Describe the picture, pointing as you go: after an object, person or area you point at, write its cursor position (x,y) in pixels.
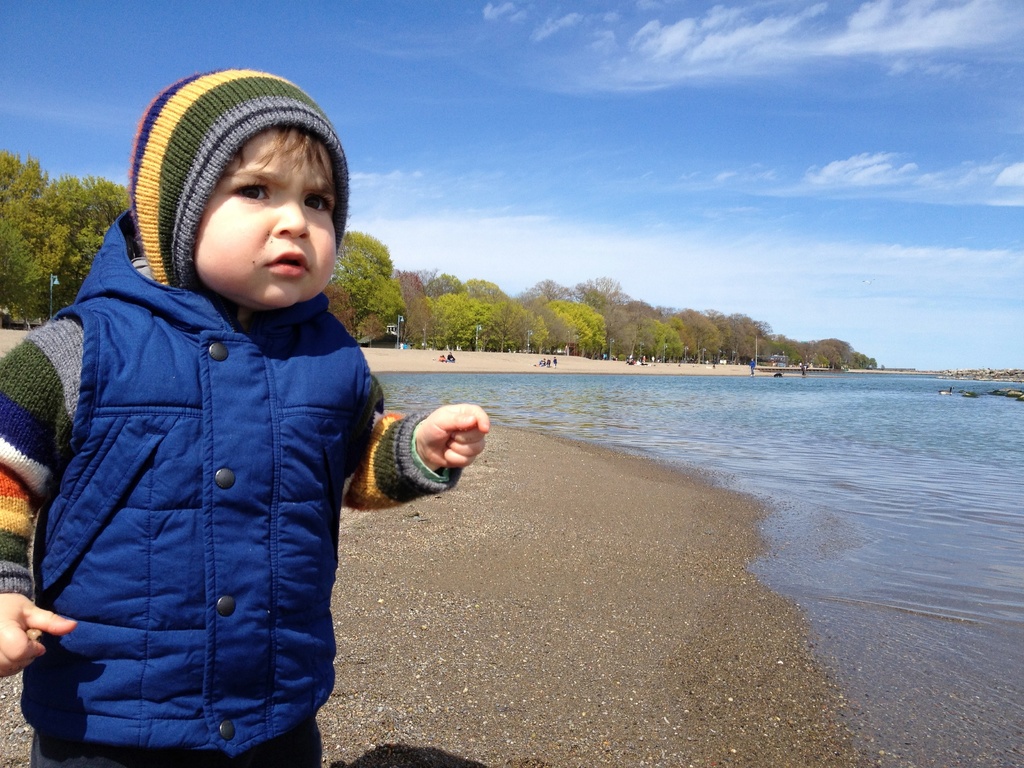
In the picture we can see a child (53,667) standing on the sand surface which is wet, the child (222,442) is wearing a blue color jacket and a woolen sweater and near to the sand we can see water (1003,442) and in the background (41,253), we can see sand surface (630,370) and on it we can see some people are sitting and some are standing and behind them we can see trees (50,270), sky (42,72) with clouds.
